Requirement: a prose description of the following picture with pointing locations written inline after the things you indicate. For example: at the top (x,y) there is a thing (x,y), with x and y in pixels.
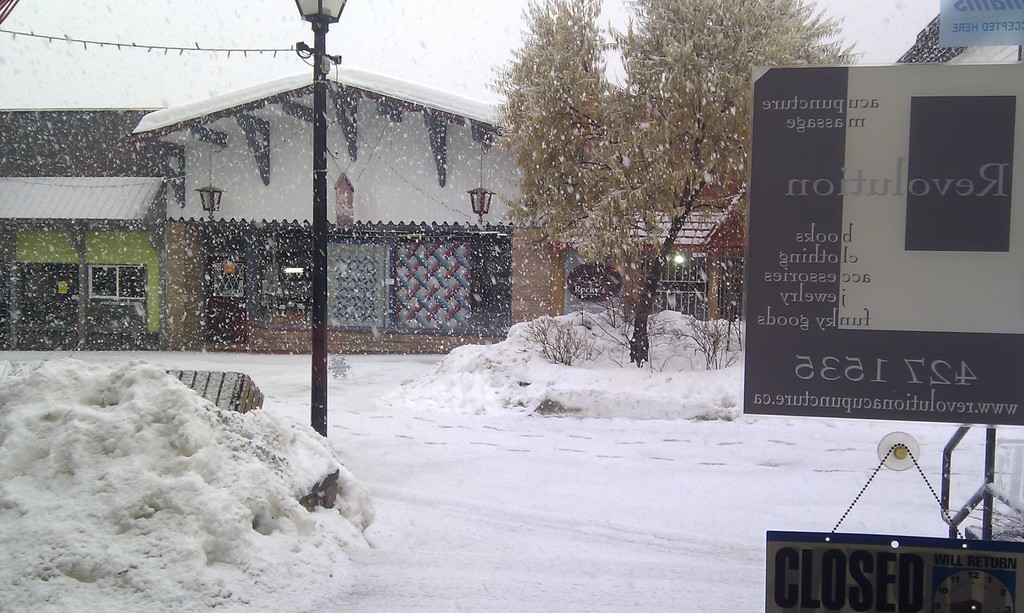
In the image on the ground (295,425) there is snow (258,457). There are trees (534,213) and plants (704,328). There is a pole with lamp (325,24) and decorative lights (35,33) on it. There is a building (158,145) with walls (367,160), pillars (180,226), roofs (152,187) and lamps (204,200) on it. On the right side of the image (966,102) there are posters (882,152) and there is a board (820,584) hanging. And there is a snowfall (449,8).
